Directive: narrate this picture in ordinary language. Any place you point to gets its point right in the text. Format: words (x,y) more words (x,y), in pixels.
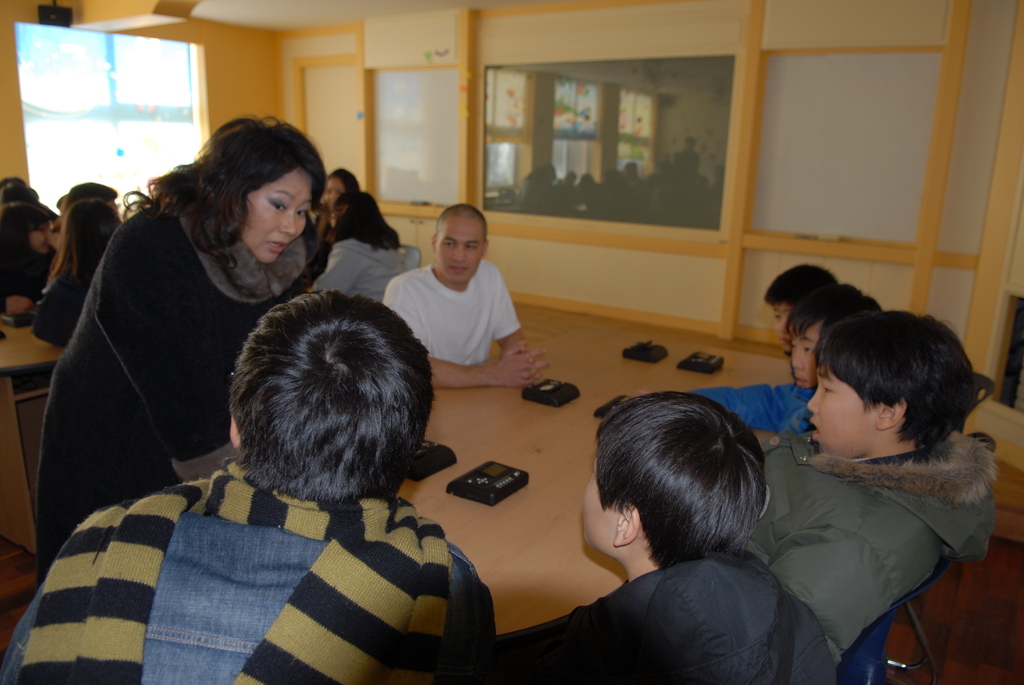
In the image we can see there are people (245,364) sitting and one is standing, they are wearing clothes (171,414). Here we can see the chair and the table (520,511), on the table (522,519), we can see there are many objects (501,481). Here we can see the window (113,96) and the image is slightly blurred.
